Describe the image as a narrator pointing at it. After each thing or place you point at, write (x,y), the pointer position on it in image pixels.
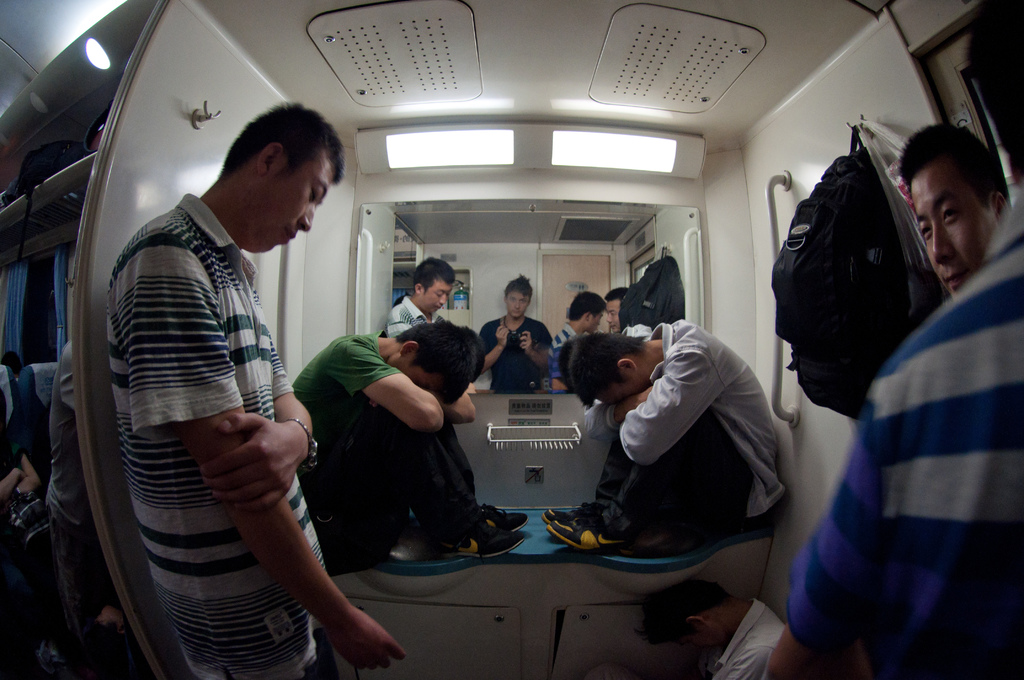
In the image there are two persons (442,467) sitting on wash basin (384,580) in front of a mirror (579,215) with lights (627,156) above it, in the front (289,505) there are two persons (269,466) standing on either side with a bag (844,199) to hanger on the right side wall (905,114), in the middle (520,379) there is a person (520,379) taking picture in the camera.
